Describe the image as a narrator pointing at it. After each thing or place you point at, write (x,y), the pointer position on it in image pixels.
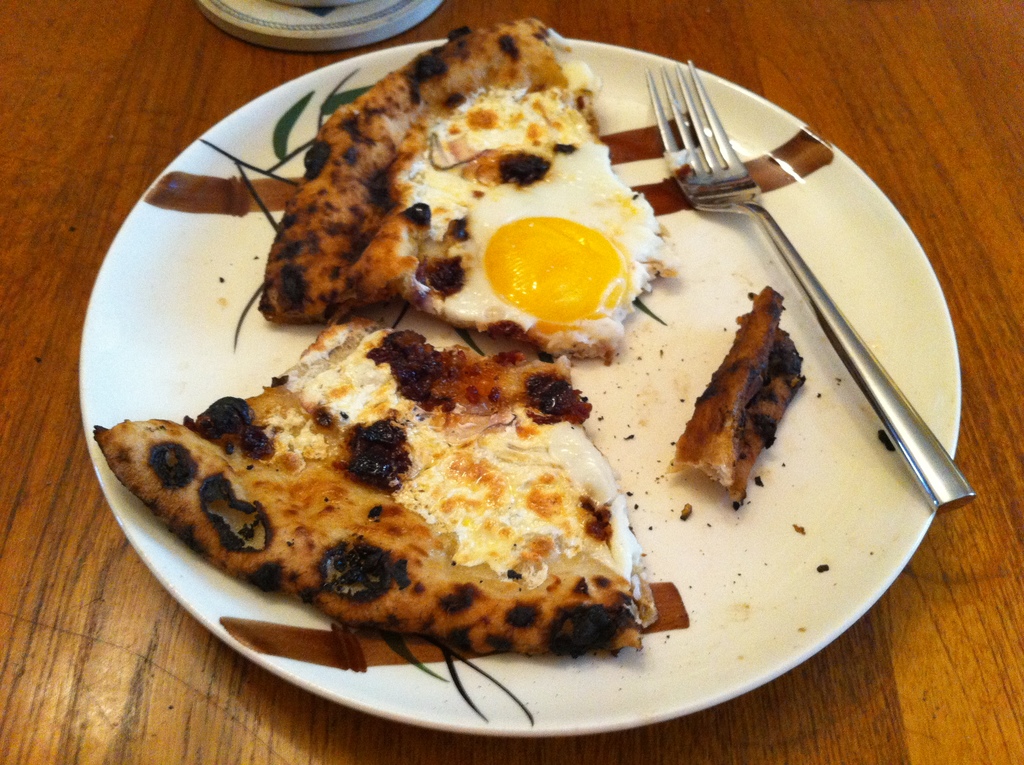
In this image I can see a white colour plate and in it I can see a fork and few pieces of food (449,316). I can also see an object (287,34) over here.
